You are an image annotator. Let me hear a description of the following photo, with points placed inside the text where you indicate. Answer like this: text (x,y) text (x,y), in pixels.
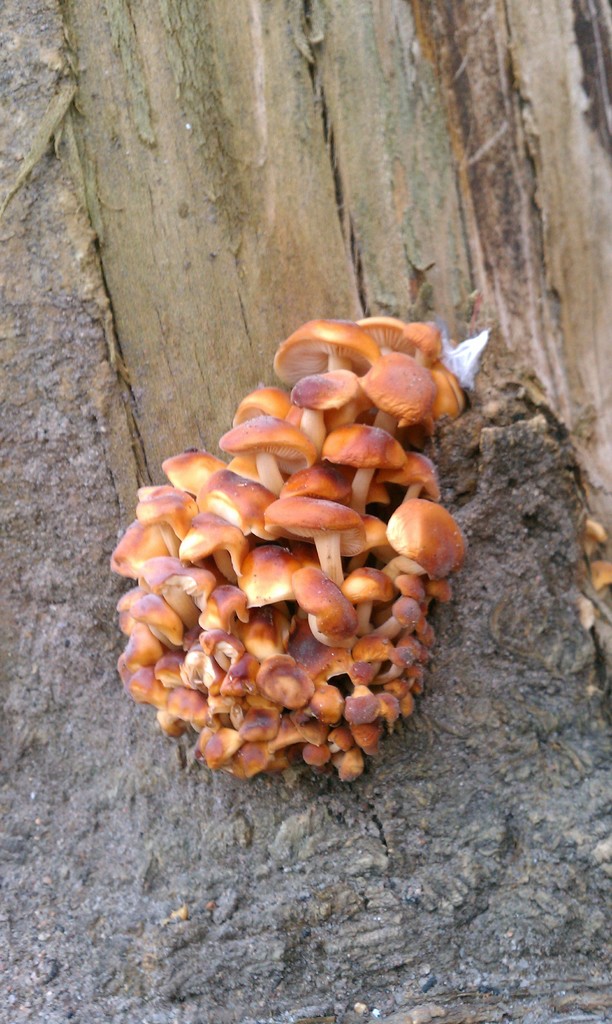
In the center of the image (307,649) we can see a few mushrooms (294,636). In the background (253,254) there is a wooden object (282,198).
